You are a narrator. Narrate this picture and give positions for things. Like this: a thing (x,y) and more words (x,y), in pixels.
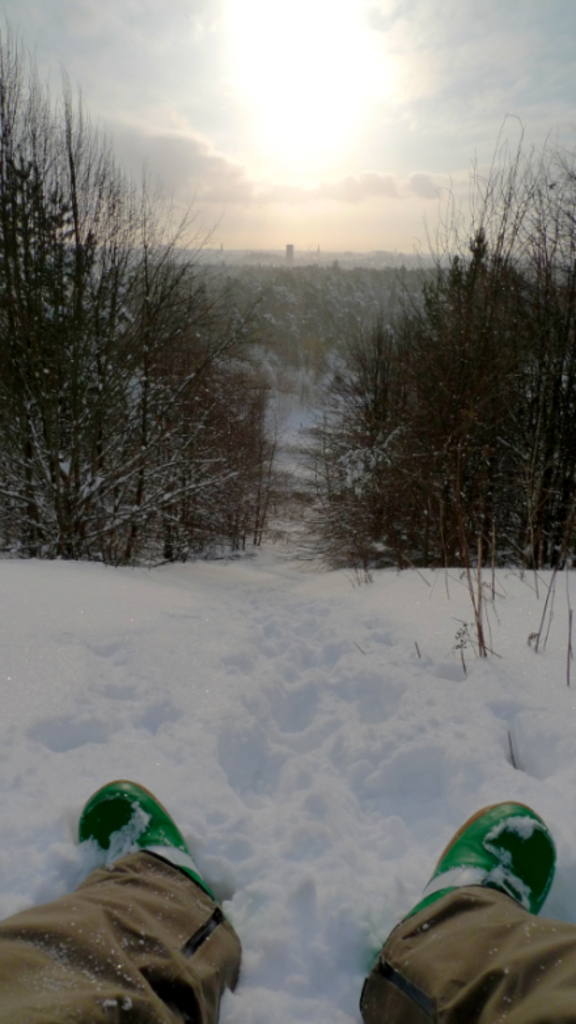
In this picture I can see the legs (504,913) of a person (504,913), on the snow (242,621), there are trees (329,383), snow (312,570), and in the background (316,160) there is sky (289,69).
